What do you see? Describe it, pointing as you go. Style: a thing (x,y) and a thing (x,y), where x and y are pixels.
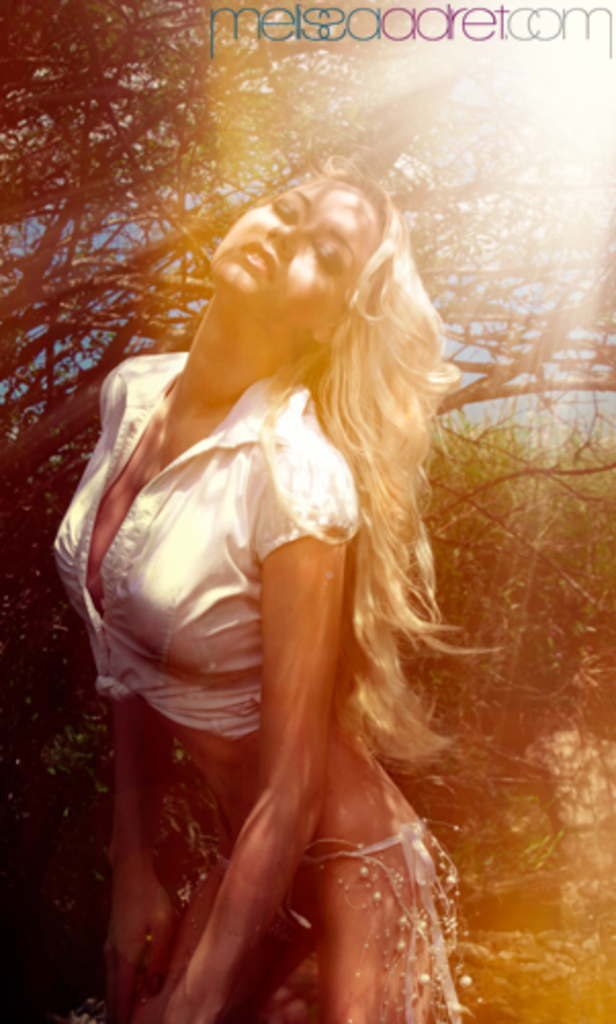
In this image, we can see a woman (252,702). Background (29,711) we can see plants (493,635). Top of the image (361,28), there is a watermark (410,17).
